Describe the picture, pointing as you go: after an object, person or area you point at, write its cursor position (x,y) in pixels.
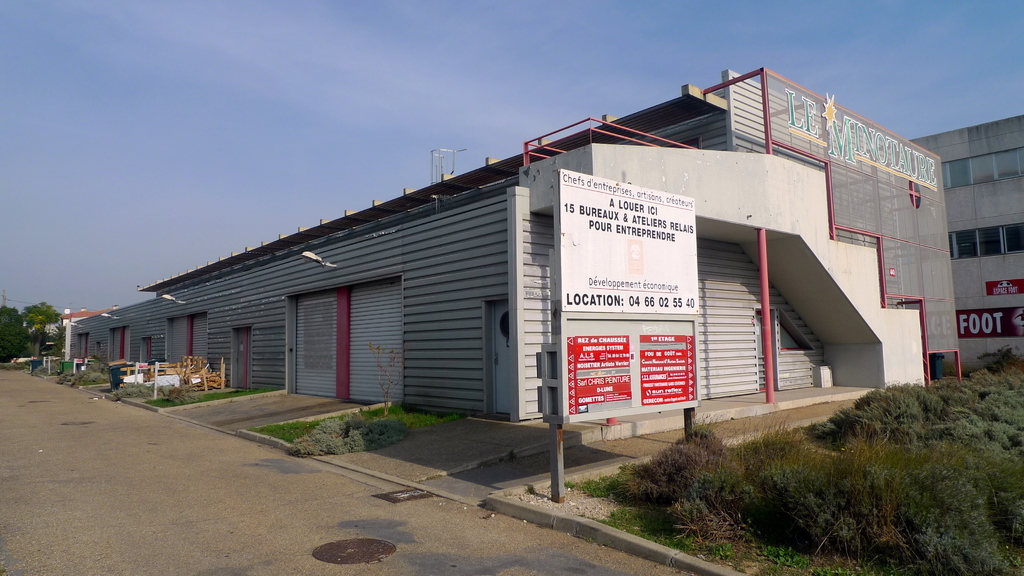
In this image I can see the road (109,509). To the side of the road (310,494) I can see the shed (360,267) and the building (853,191). I can also see the board (572,327), plants (810,492) and many trees (10,319) to the side. In the background (306,125) I can see the sky (277,47).
